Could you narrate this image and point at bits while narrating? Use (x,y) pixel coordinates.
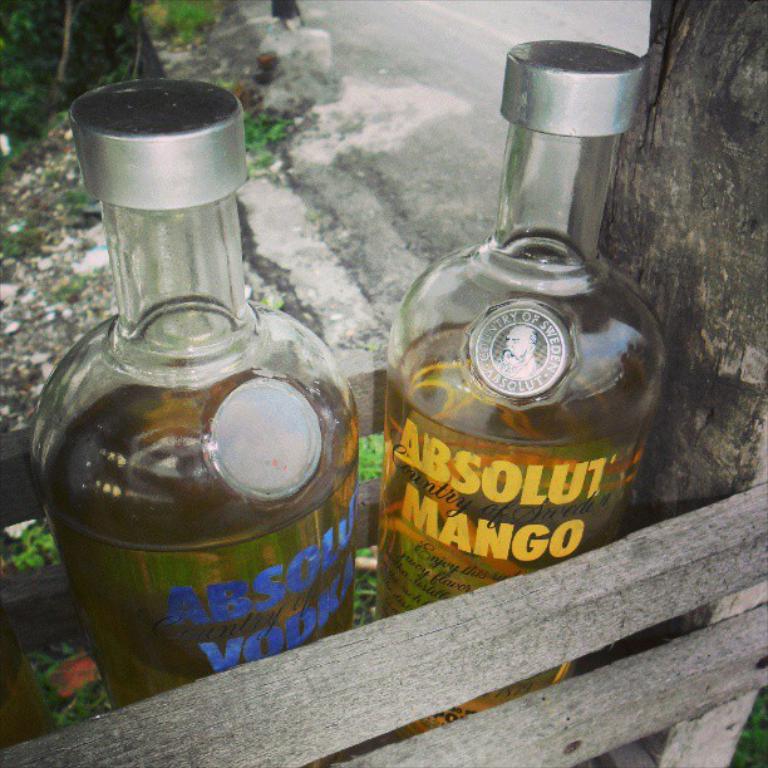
In this picture we can see two bottles (539,304). This is a branch (704,161). This is a road (344,103).
